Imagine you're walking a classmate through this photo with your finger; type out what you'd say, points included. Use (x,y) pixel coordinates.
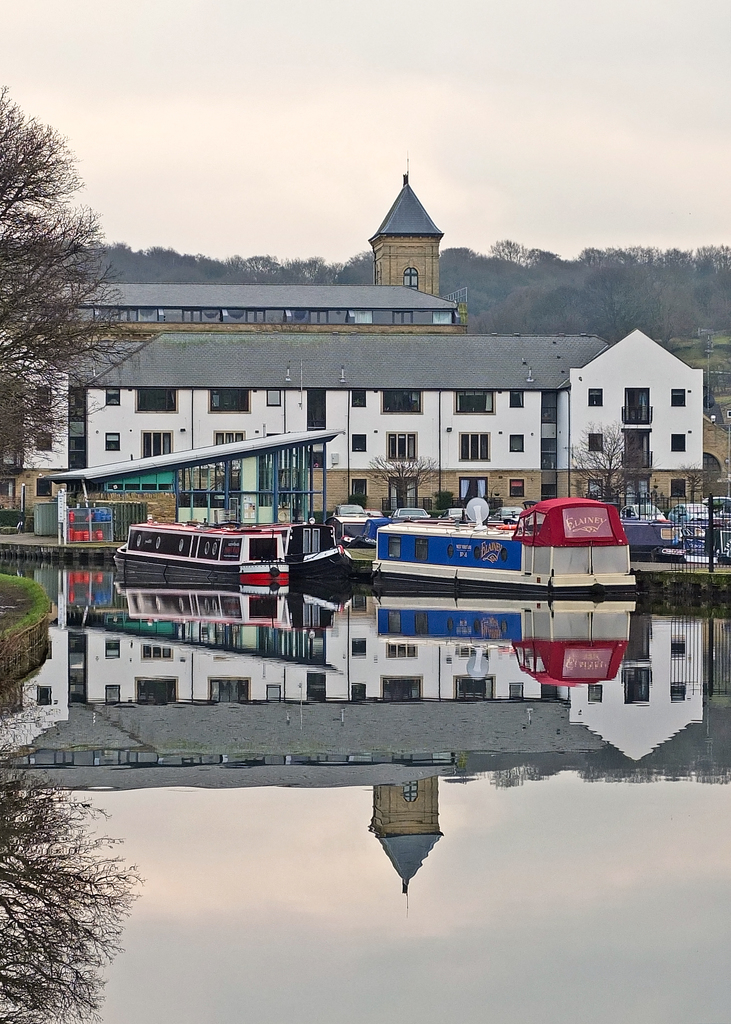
In this picture we can see water (96,826). There is the reflection (51,868) of a building (61,763) and a tree (49,917) in the water (57,844). We can see a few plants (11,650) and a wall (33,630) on the left side (15,665). There is a fence (696,541), trees (5,416) and buildings (391,263) in the background (437,234).
